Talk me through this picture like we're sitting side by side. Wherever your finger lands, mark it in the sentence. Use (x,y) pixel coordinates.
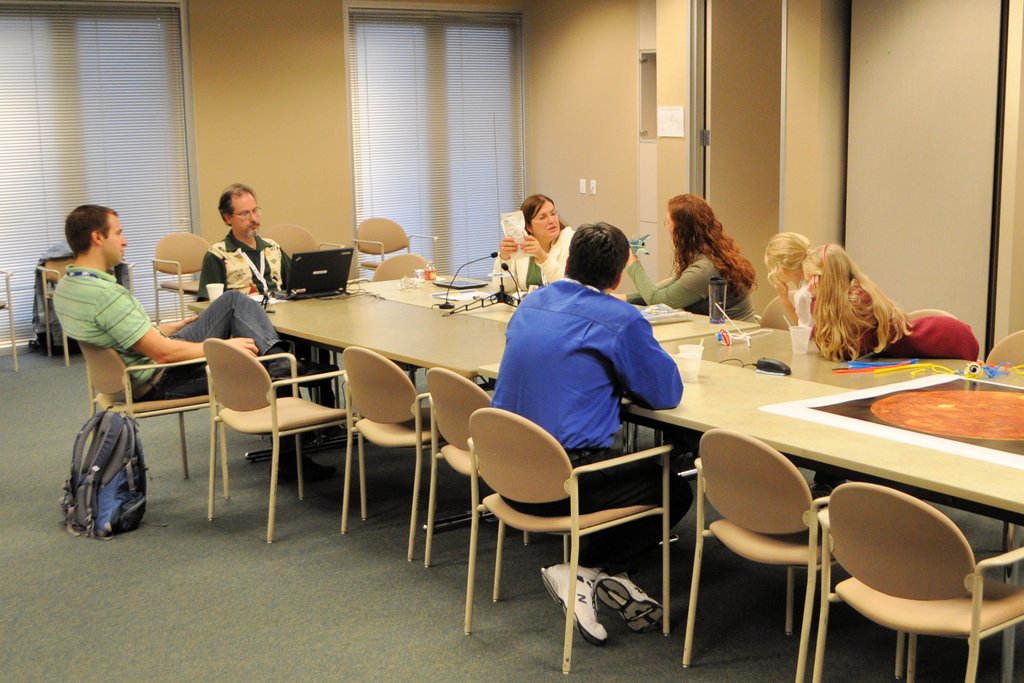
On the right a man (597,505) is sitting in the chair (560,485). He wears a blue color shirt (570,404) on the left (97,332) few people (97,332) are sitting on the chair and opposite to them four girls (710,231) are sitting on the chair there is a door (720,207) behind them.
